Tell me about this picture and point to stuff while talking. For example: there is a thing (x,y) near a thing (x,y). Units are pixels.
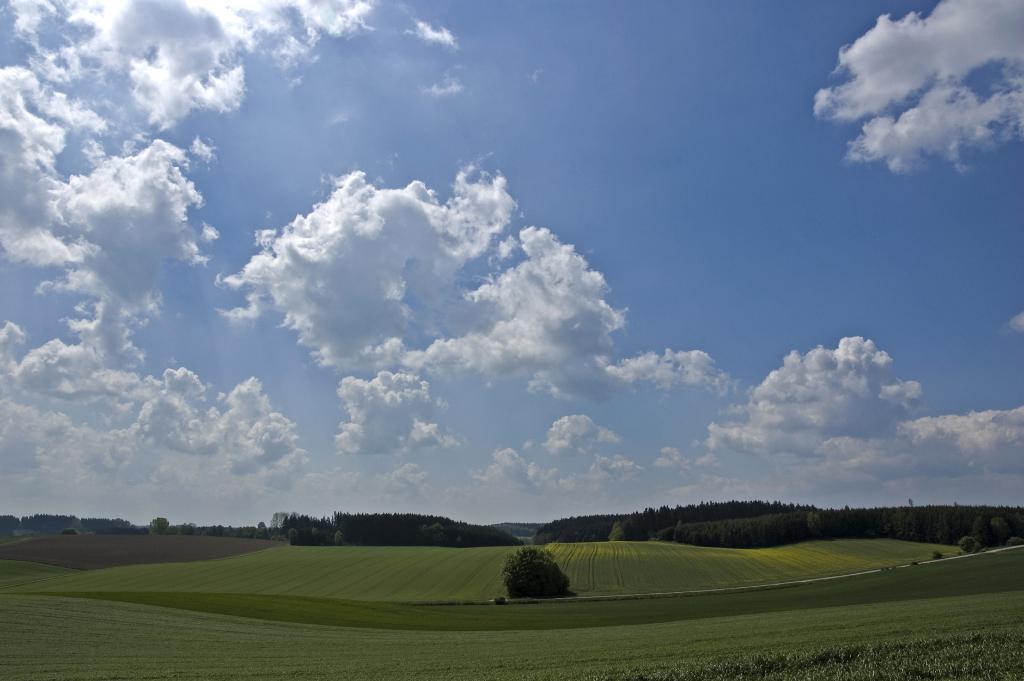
In this picture we can see some grass (277,632) on the ground (467,642). There are a few plants (529,593) visible on the grass (382,579). We can see some trees (855,521) in the background (410,513). Sky (422,304) is blue in color and cloudy.
